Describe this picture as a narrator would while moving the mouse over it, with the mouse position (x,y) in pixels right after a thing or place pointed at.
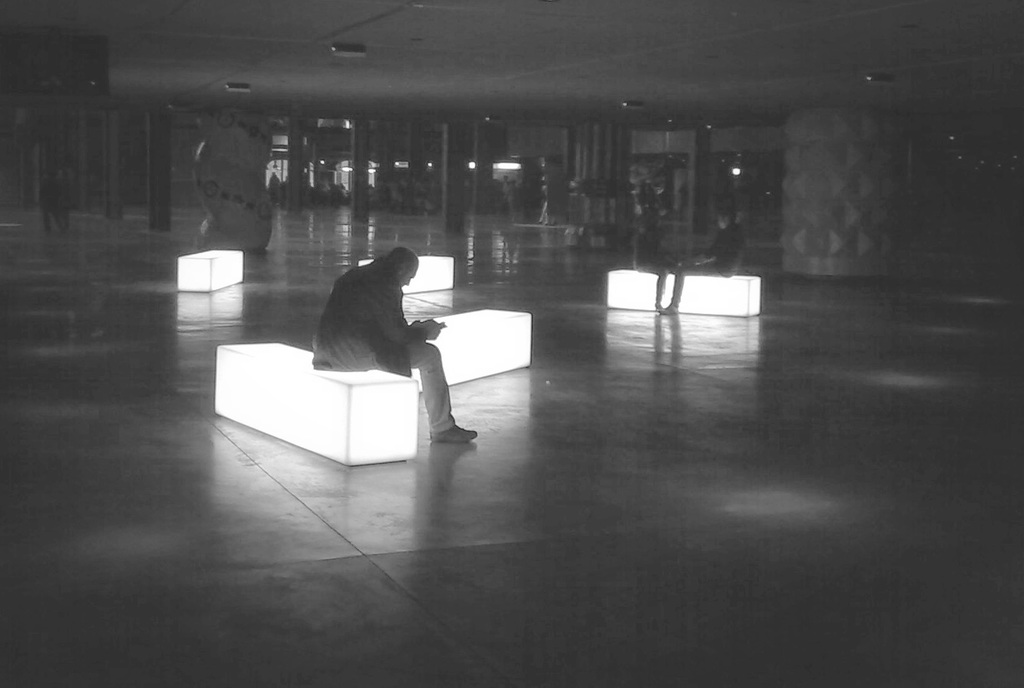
In this image we can see people (422,334) sitting on the seating stools (284,366), electric lights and poles (156,159).
